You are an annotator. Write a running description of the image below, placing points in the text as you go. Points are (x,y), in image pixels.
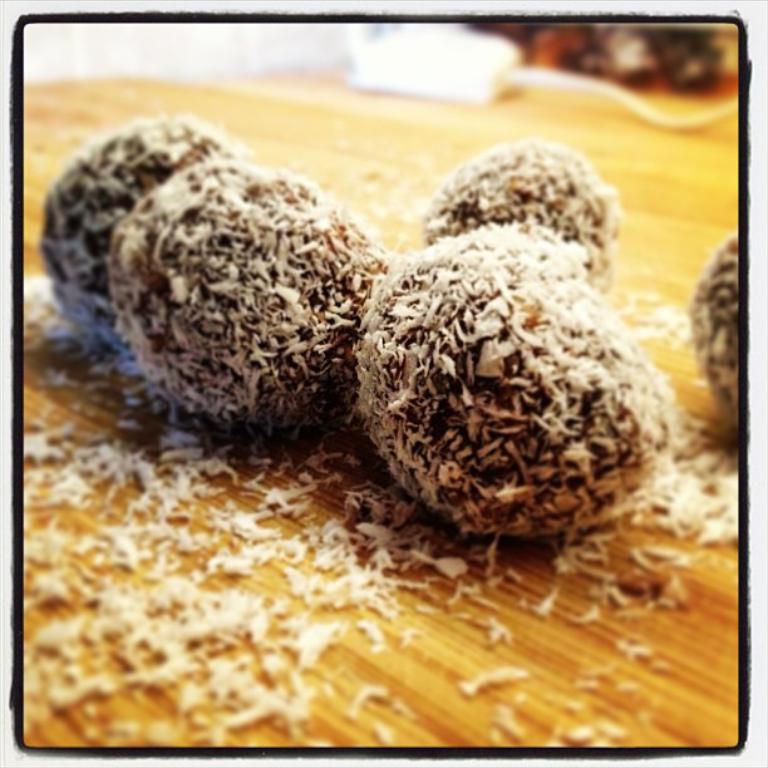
There are sweets (279,308) with coconut powder (278,495) on a wooden surface (424,623).
